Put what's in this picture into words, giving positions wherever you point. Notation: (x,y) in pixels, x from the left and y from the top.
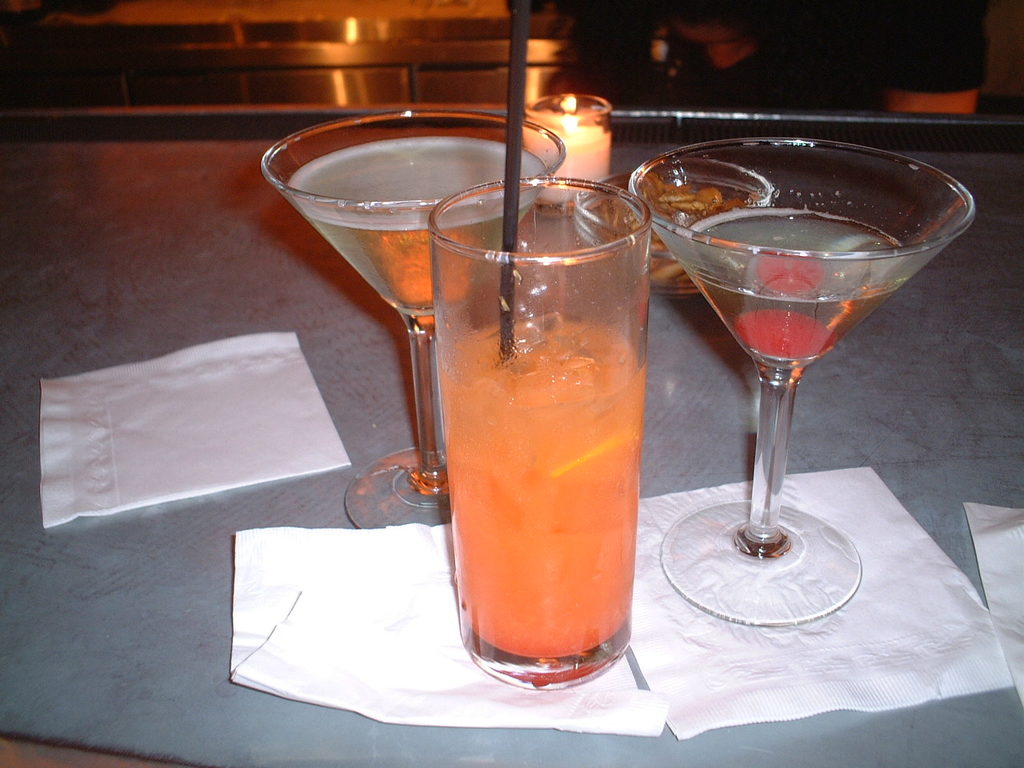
In this image we can see a platform (161,706). On the platform (268,502) there are tissues (94,484). Also there are glasses (618,282) with some drinks (420,215). And there is a straw (510,212) in the glass (461,288). And there is a bowl (656,263) with some item (657,274). In the back (580,145) there is a candle (587,134). In the background (712,50) it is blur.
